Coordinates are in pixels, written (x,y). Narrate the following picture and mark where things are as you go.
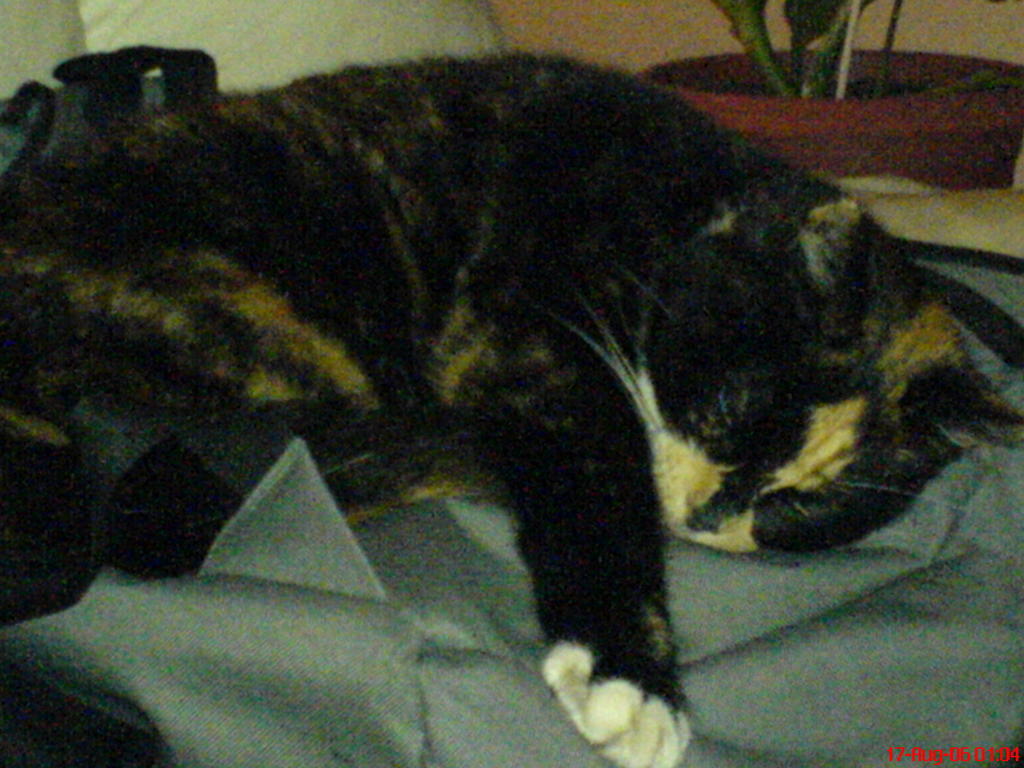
In this image, we can see a cat (467,412) is sleeping on the cloth (334,641). Top of the image (912,149), we can see plant (755,42) with pot (901,139), wall (706,35) and white color object (401,33). On the right side (935,756) bottom corner, there is a watermark (950,756) in the image. It represents date (946,762) and time (991,758).
